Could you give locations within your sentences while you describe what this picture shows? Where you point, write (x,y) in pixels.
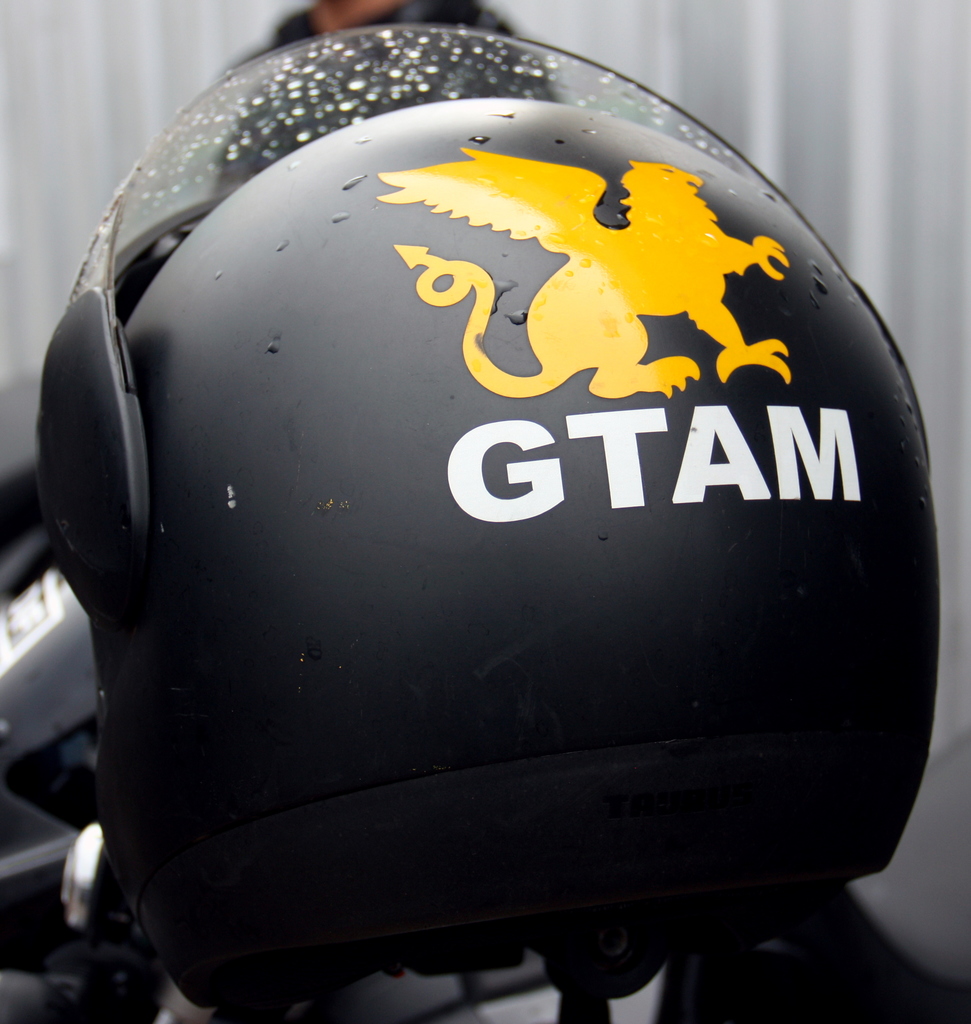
There is a black color helmet (474,497) with a white color text (743,464) and a logo (605,288) in the middle of this image (526,347), and it seems like there is one person (432,80) standing at the top of this image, and there is a wall (193,81) in the background (76,98).
